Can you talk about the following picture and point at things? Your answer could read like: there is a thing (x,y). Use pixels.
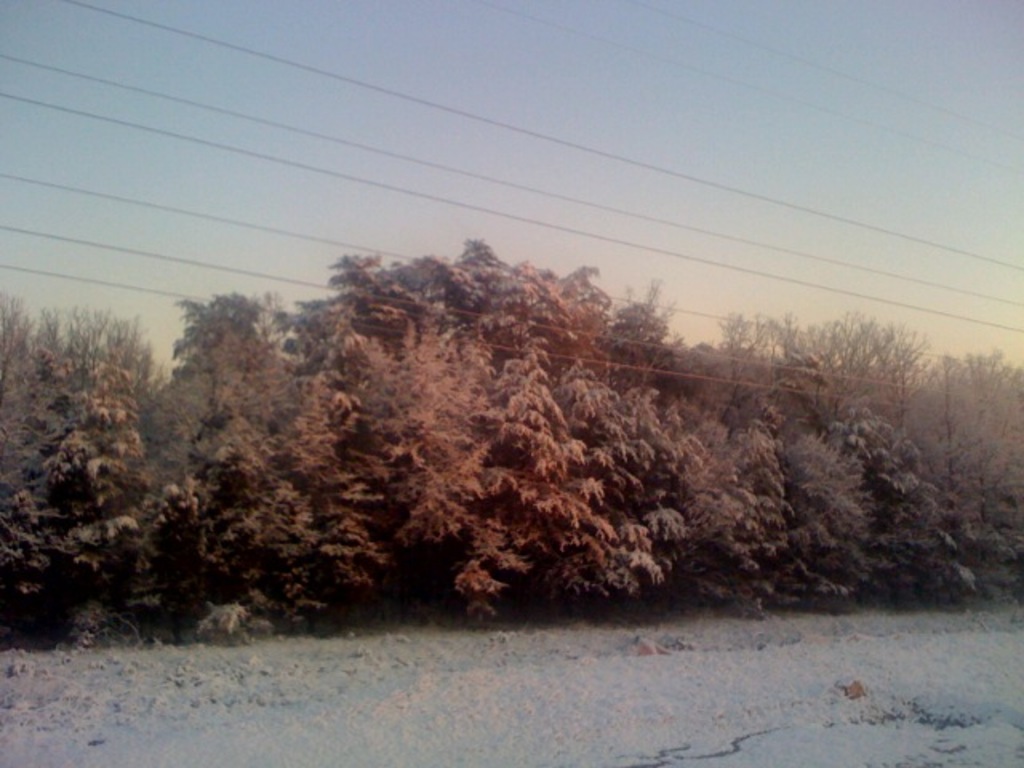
In this image I can see at the bottom (708,699) there is the snow (144,654). In the middle (433,271) there are green trees (683,439) and there are electric cables (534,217), at the top (645,65) it is the sky (615,73).
